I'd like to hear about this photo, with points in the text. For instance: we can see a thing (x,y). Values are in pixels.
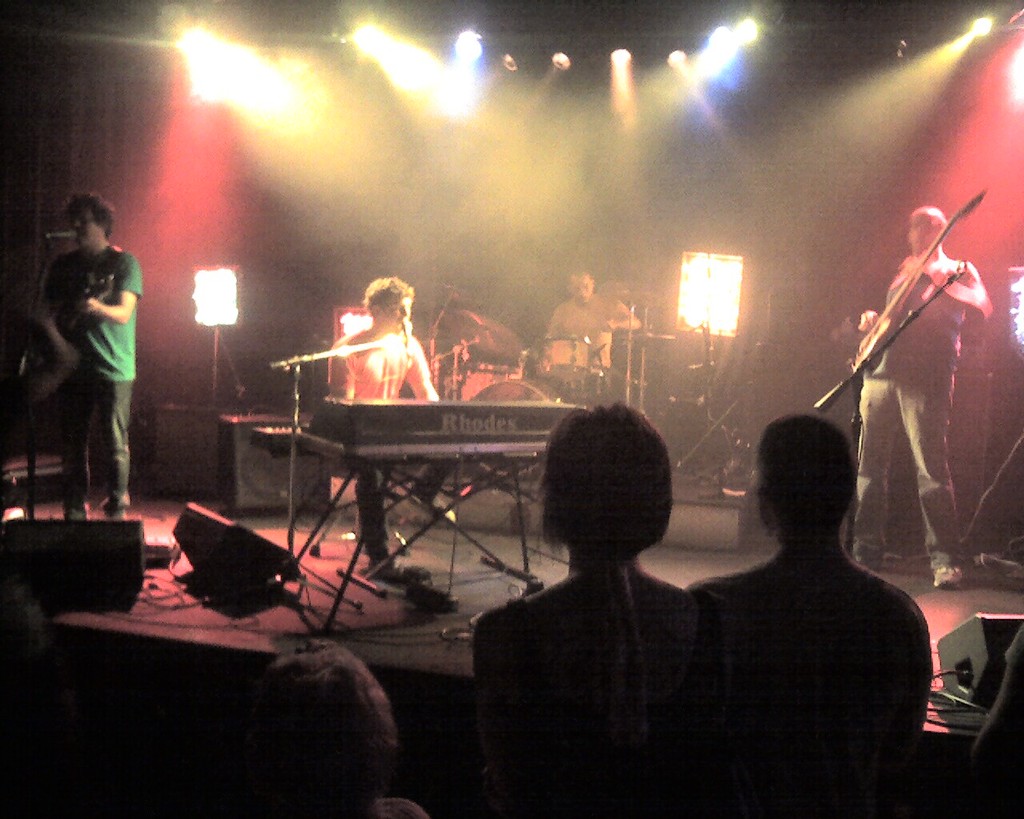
In this image I can see four people (101,362) playing musical instruments (473,415). In front of them there are three people (611,683). In the background (464,53) there are lights (701,277).
